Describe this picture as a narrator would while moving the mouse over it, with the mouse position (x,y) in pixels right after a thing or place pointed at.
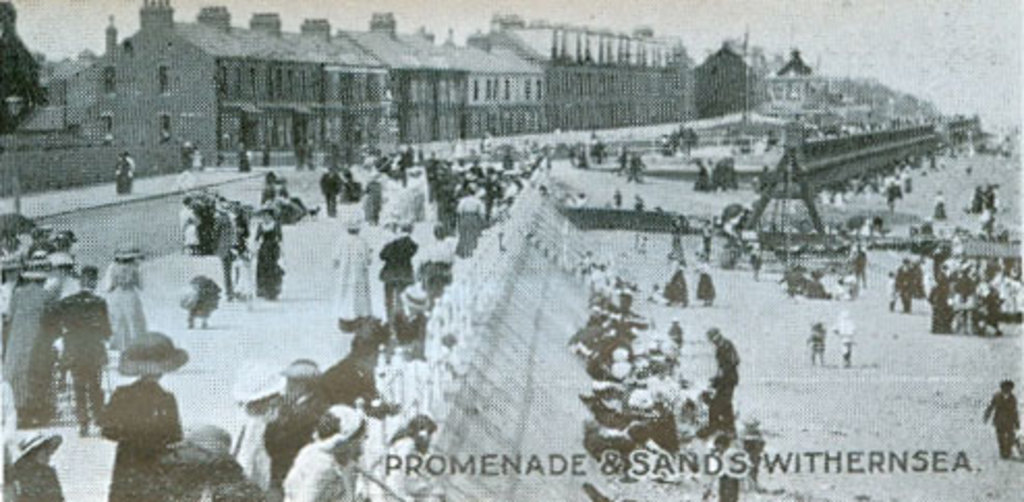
This is a black and white image. There are some persons (59,326) in the middle (475,241).
